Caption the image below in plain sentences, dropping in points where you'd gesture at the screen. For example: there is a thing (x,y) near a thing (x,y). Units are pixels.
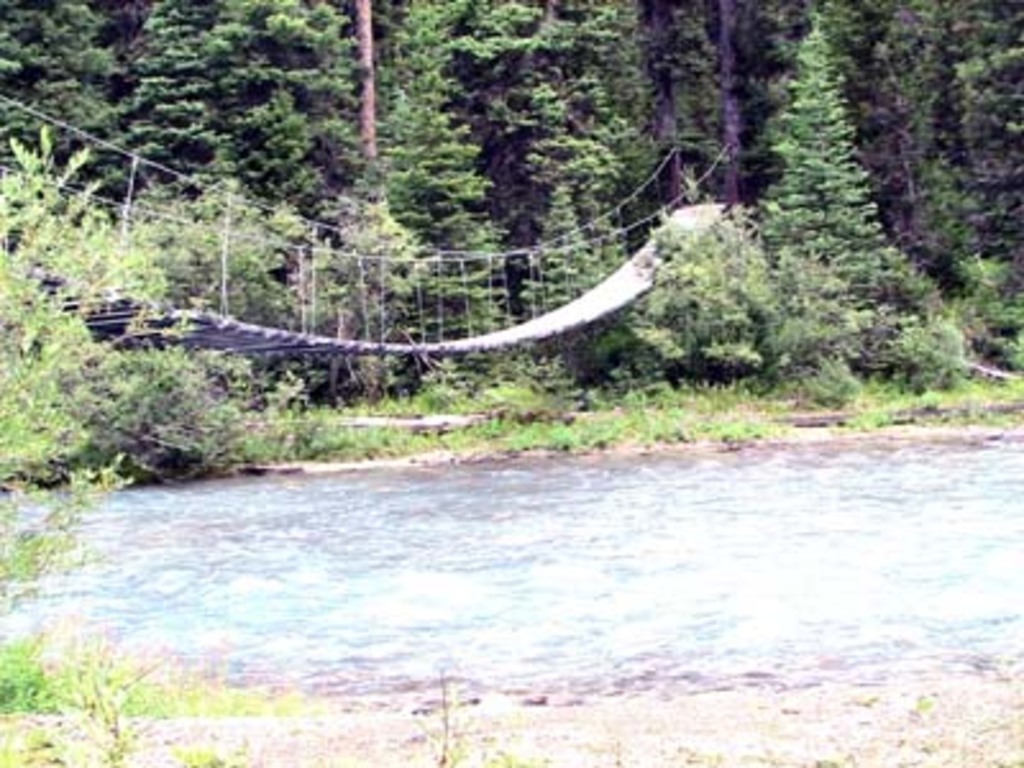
In the center of the image (479,293) we can see a hanging bridge (596,251). At the bottom of the image (920,543) we can see the water (557,584), plants (917,393). In the background of the image (181,33) we can see the trees (535,230).
